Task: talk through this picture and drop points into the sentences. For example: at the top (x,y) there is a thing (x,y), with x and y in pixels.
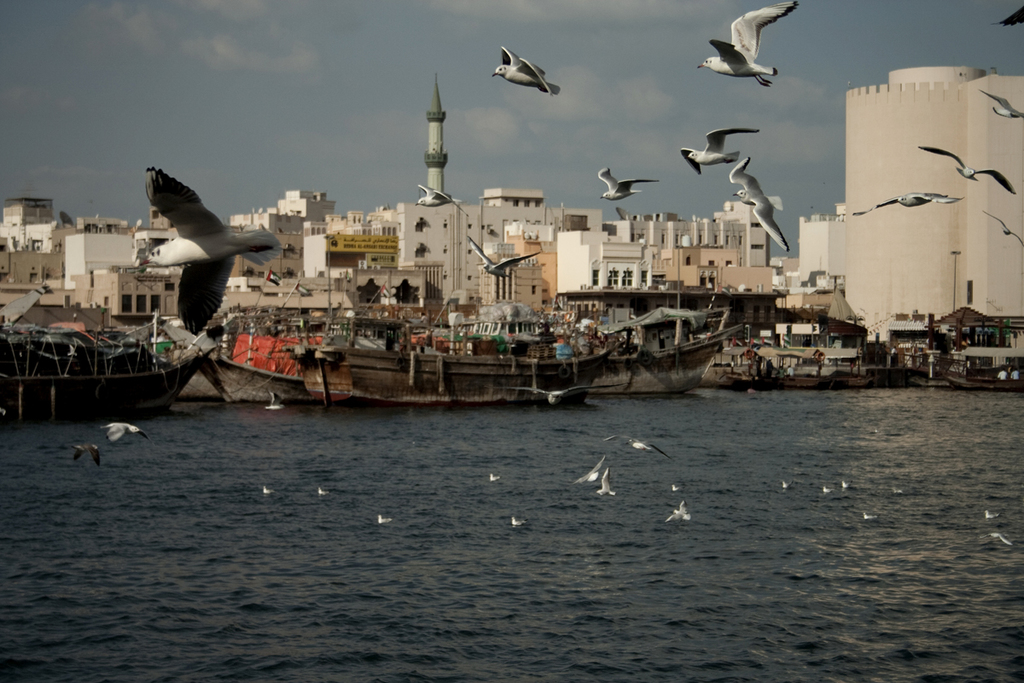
At the bottom (460,518) there is water (501,509), in the middle (357,246) birds (385,518) are flying, there are ships (467,350) and buildings (447,223) in this image. At the top (332,110) it is the sky (263,90).
